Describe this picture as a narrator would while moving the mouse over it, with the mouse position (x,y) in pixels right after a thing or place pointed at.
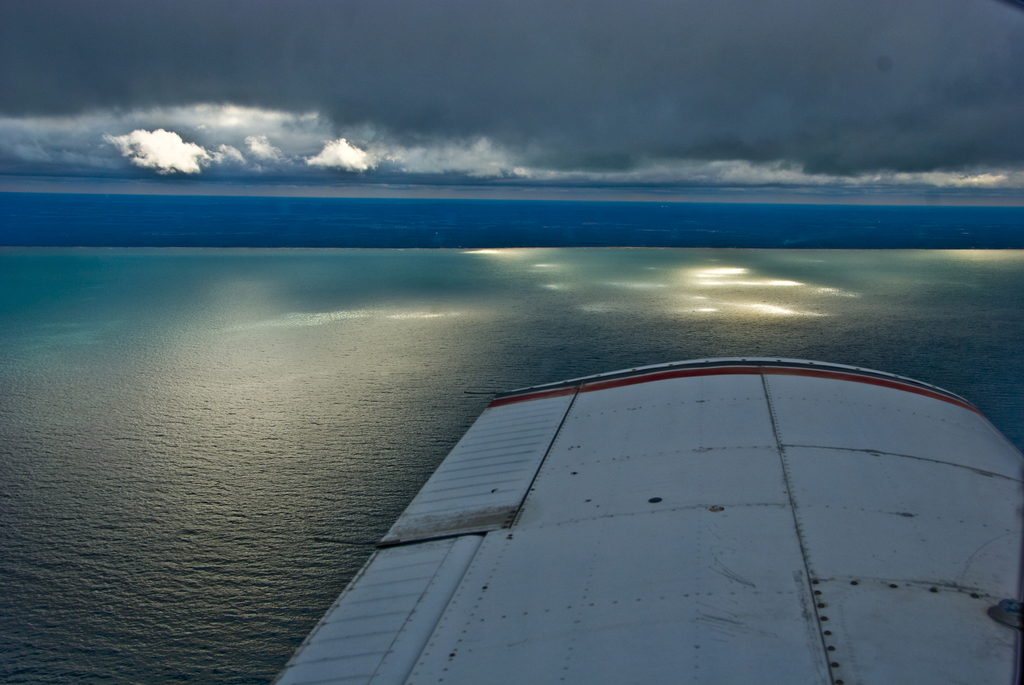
In this picture there is water (513,264) at the bottom side of the image (27,514) and there is sky (548,160) at the top side of the image (322,52), there is airplane wing (672,391) in the bottom right side of the image (956,500).
